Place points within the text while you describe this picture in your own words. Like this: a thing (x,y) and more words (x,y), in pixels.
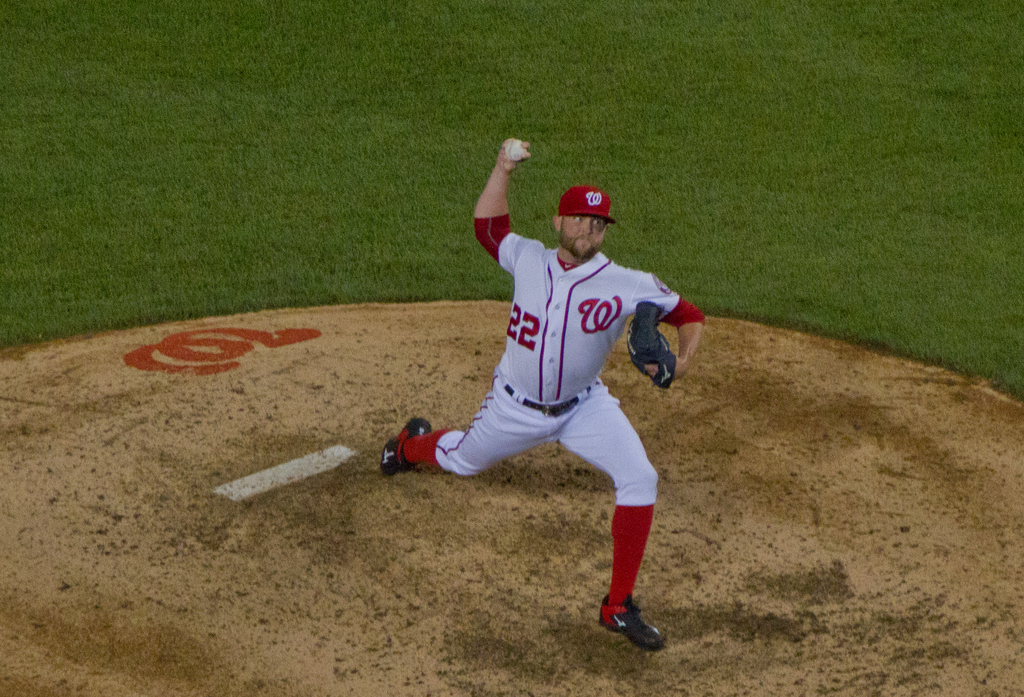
In this picture we can see a person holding a ball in his hand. Some grass (474,274) is visible on the ground (766,58).
